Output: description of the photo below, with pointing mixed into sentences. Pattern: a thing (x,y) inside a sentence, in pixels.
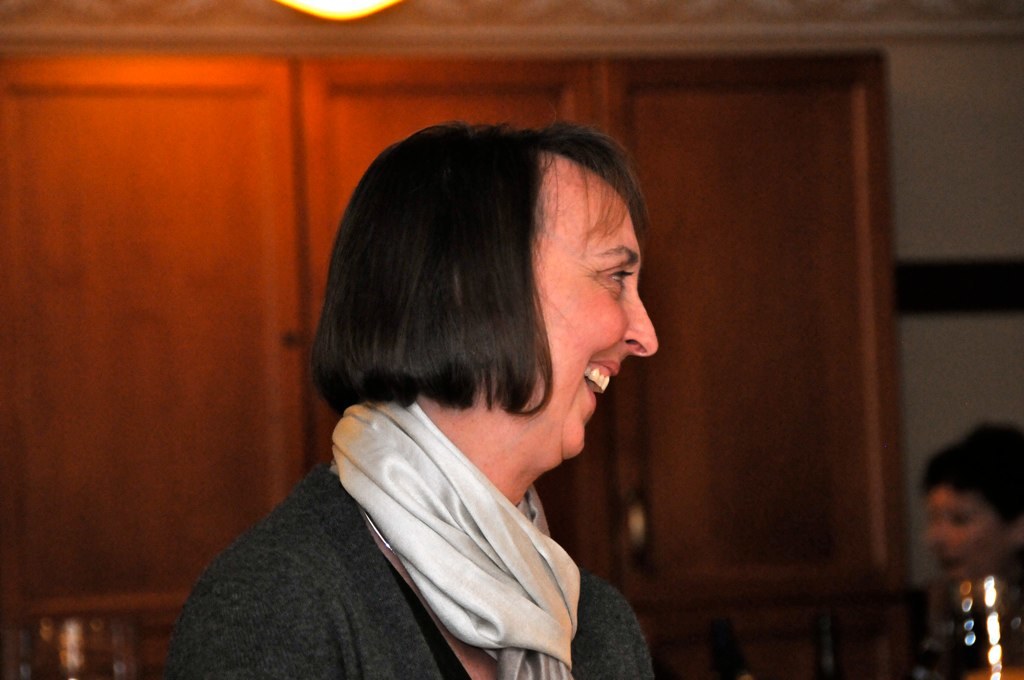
In this image in the foreground (466,369) there is one person (426,363) who is smiling, and in the background (823,271) there are cupboards (794,470) and one person (970,551) objects (991,587), wall (898,70) and light (306,7).
